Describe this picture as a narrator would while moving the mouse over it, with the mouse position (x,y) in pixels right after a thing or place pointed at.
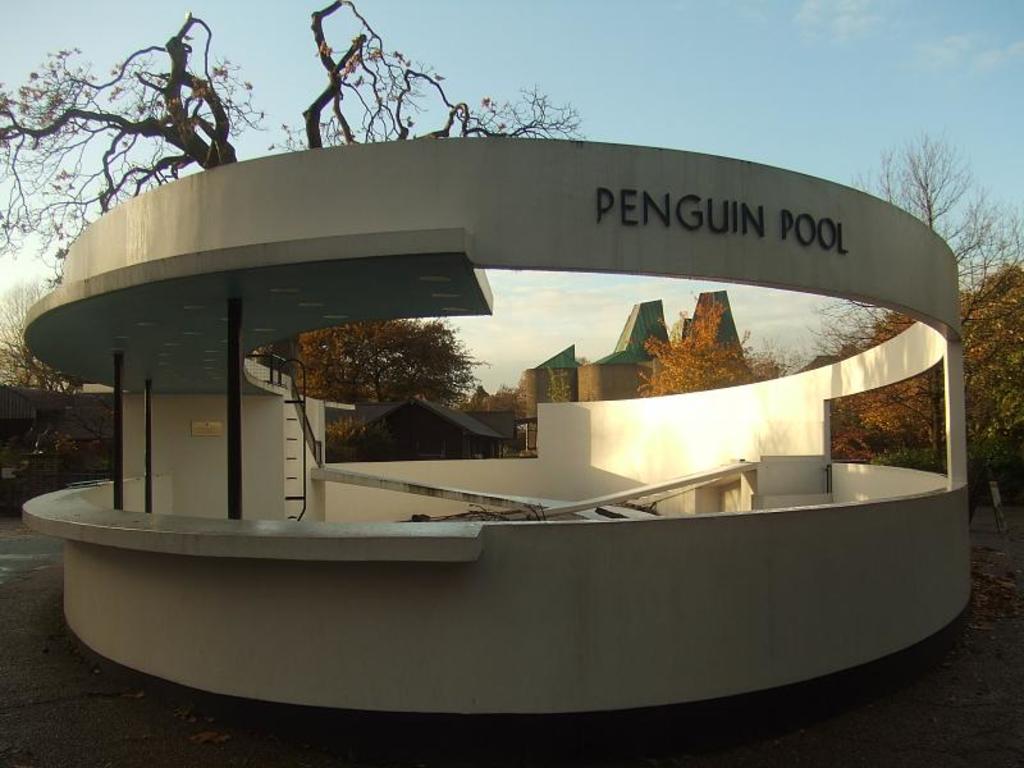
Here I can see a construction (438,243) which is in the shape of circle and there is some text (683,228) on it. In the background (637,360) there are many trees (370,380) and buildings (582,372). At the top of the image (660,75) I can see the sky (742,49).
